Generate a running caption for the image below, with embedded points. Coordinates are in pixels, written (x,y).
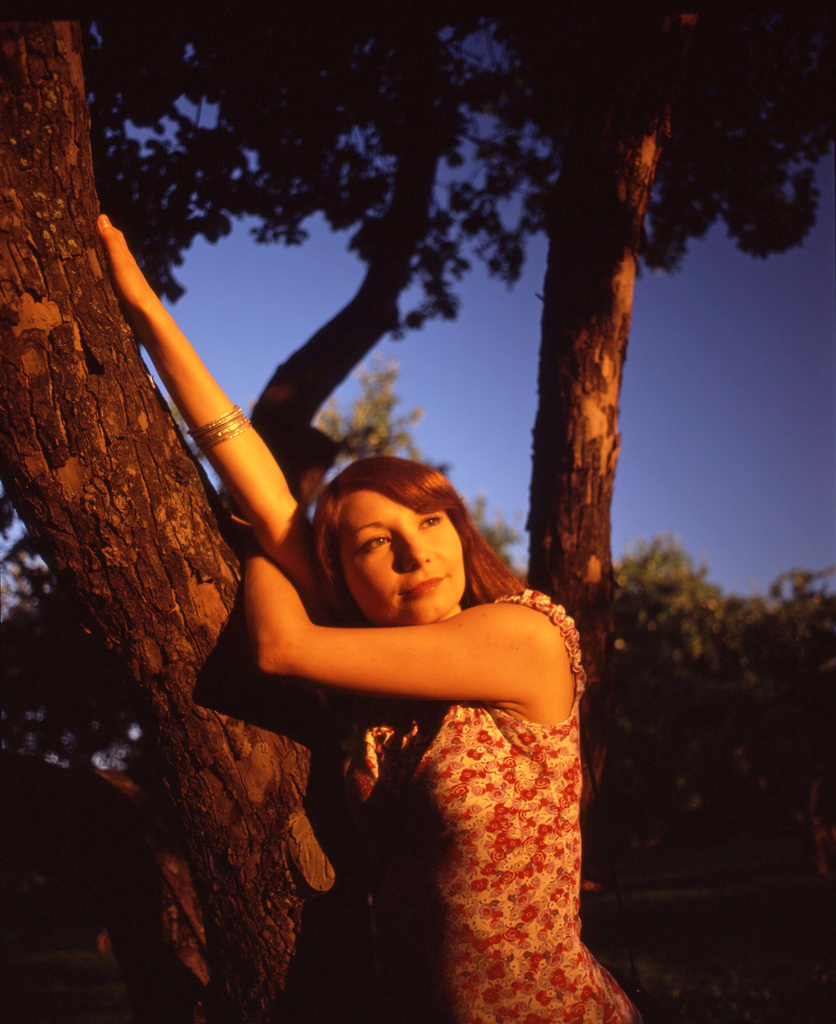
In this image we can see a woman (447,824) standing beside bark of a tree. In the background (802,817), we can see some trees (685,221) and the sky (750,417).
